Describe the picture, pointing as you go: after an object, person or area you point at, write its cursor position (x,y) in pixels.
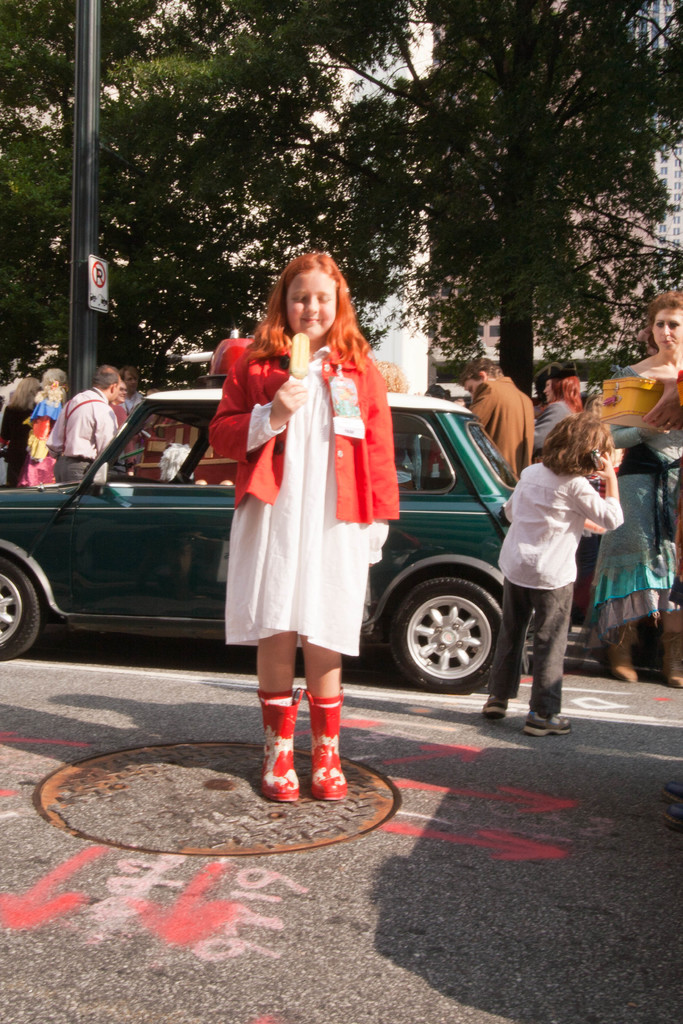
In this image we can see a girl (308,485) holding an ice cream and standing on the manhole (177,818) which is on the road (475,930). In the background (122,447) we can see the car (126,511) and also a few people (680,358). We can also see the black color pole (94,27) with no parking board (103,278). Image also consists of trees (500,133) and also the buildings (668,212) in the background (669,159).
